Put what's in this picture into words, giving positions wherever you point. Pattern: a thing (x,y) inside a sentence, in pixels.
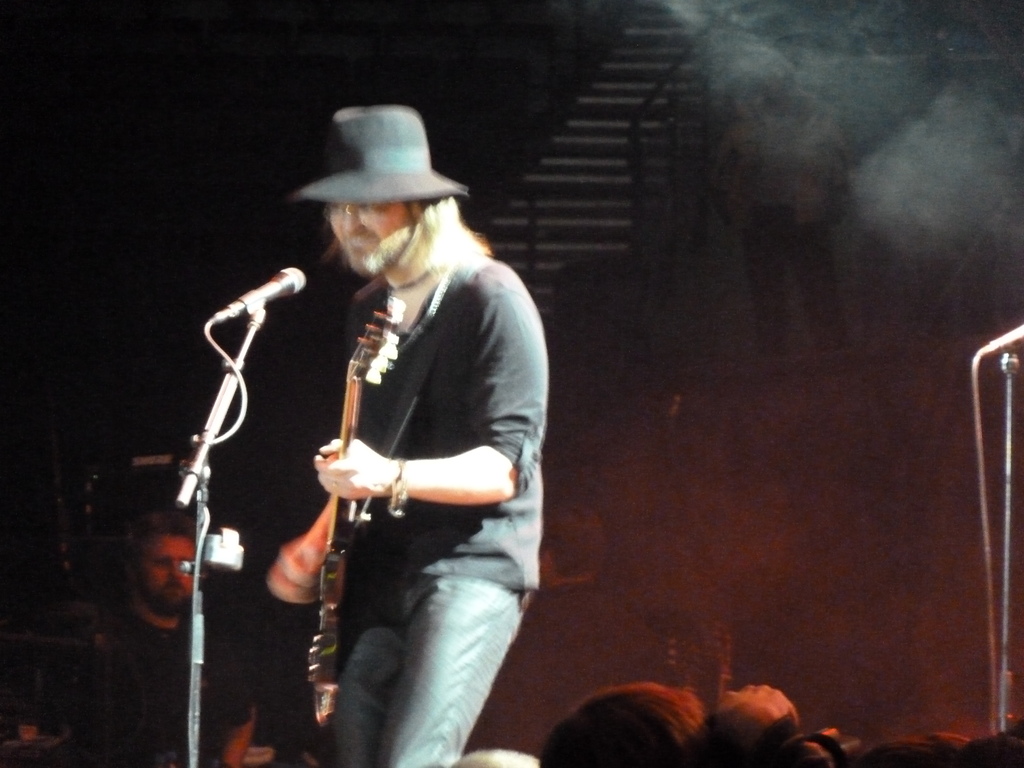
This image is taken in a concert. There are few people (509,766) in the concert and on a stage (234,654) there are two people (147,707), one is standing at the middle of the image (529,448) holding a guitar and singing with a mic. He is wearing a hat (380,171). In the left side of the image (220,720) there is a person (223,735) standing and looking at another man (435,241). In the right side of the image (913,206) at the top most (975,64) point there is a smoke (940,49).
